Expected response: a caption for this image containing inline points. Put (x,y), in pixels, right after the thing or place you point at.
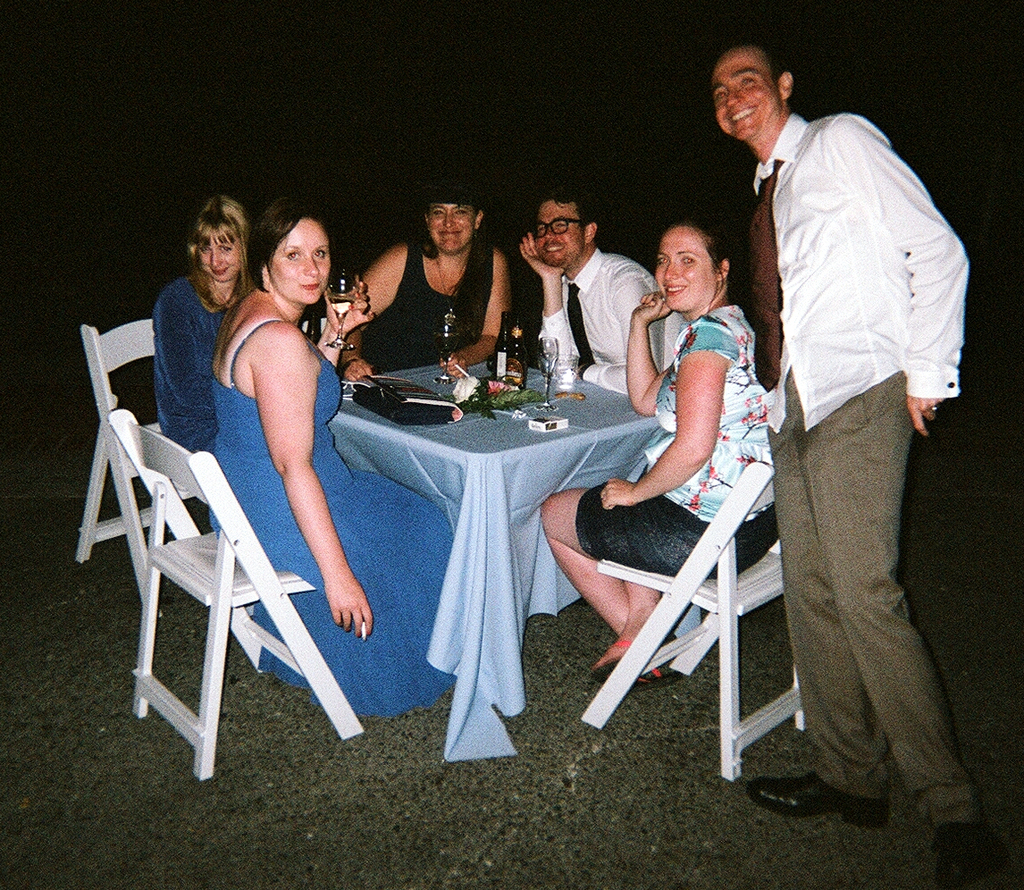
In this picture there are group of people (245,310) sitting on a chair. There is a glass (558,361), bottle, bag (402,413), white box (544,420), blue cloth (517,437) on the table (506,435). A woman (285,417) wearing a blue dress (261,436) is holding glass (330,343) in her hand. There is a man (781,216) standing to the right side (846,247).
